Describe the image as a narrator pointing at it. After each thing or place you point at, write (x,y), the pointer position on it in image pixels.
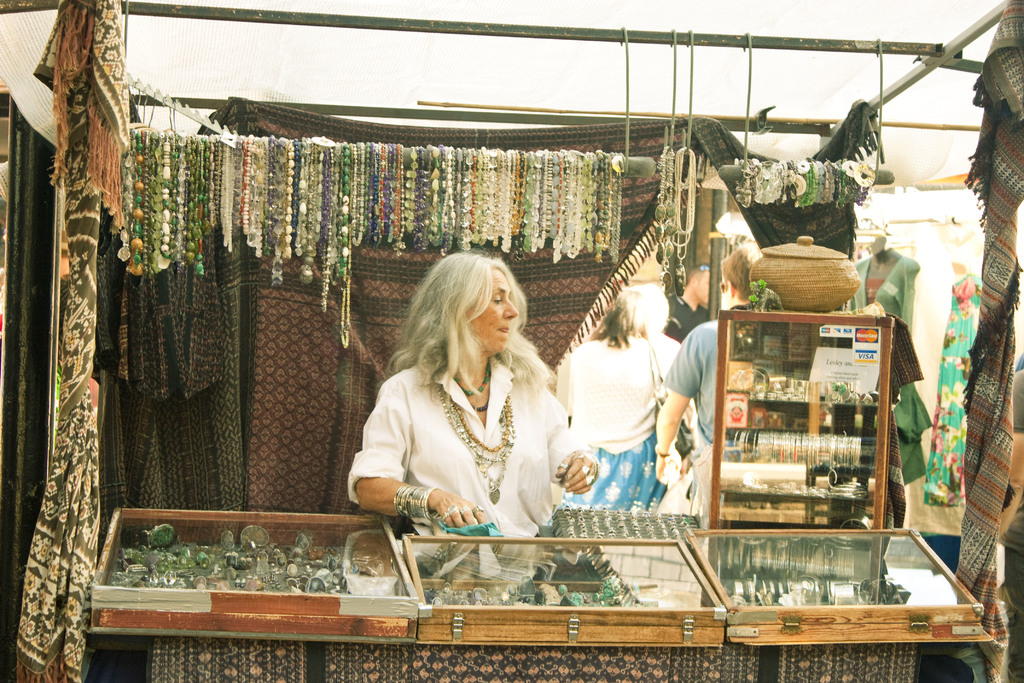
This picture is consists of a jewellery stall (175,110) in the center of the image (599,402) and there are people (583,417) in the center of the image (626,361), there are rings (175,556), chains (575,236), and other items (789,254) in the stall (410,102), there is another stall (933,257) in the background area of the image (936,329), there are curtains (1009,153) in the background area of the image (837,226).
